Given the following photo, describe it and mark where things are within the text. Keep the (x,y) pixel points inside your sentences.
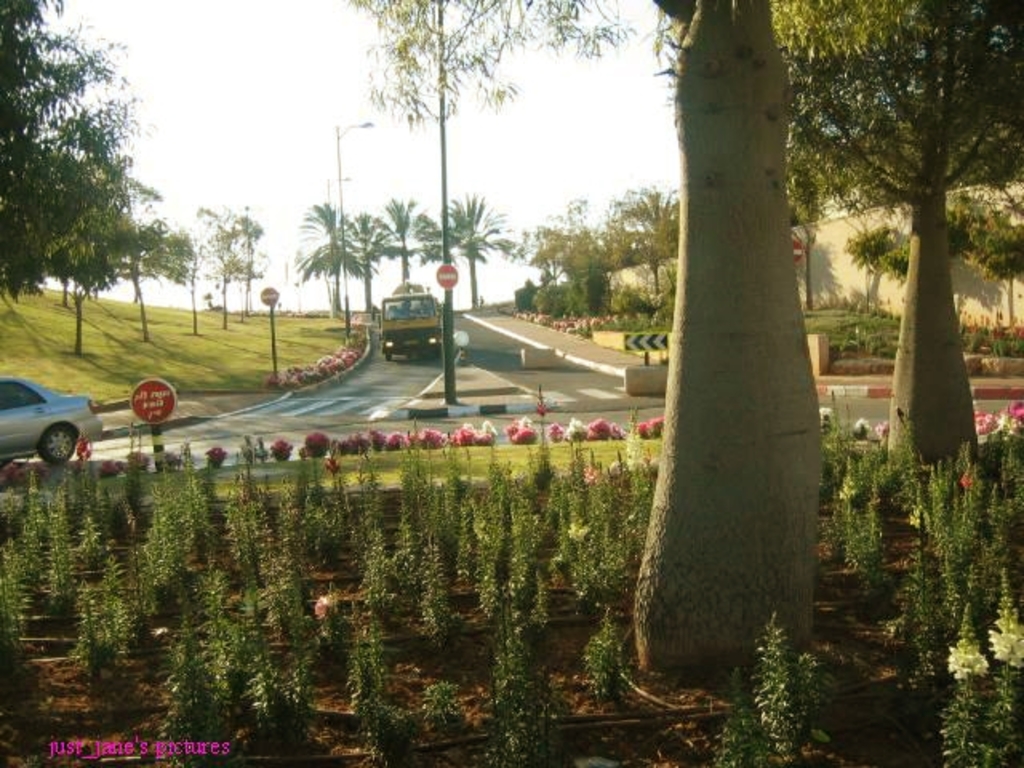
In this picture we can see plants (546,720) on the ground (276,641), grass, trees (390,203), poles (342,237), signboards (443,279), vehicles (407,294) on the road (540,382), wall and in the background (269,67) we can see the sky (383,49).
